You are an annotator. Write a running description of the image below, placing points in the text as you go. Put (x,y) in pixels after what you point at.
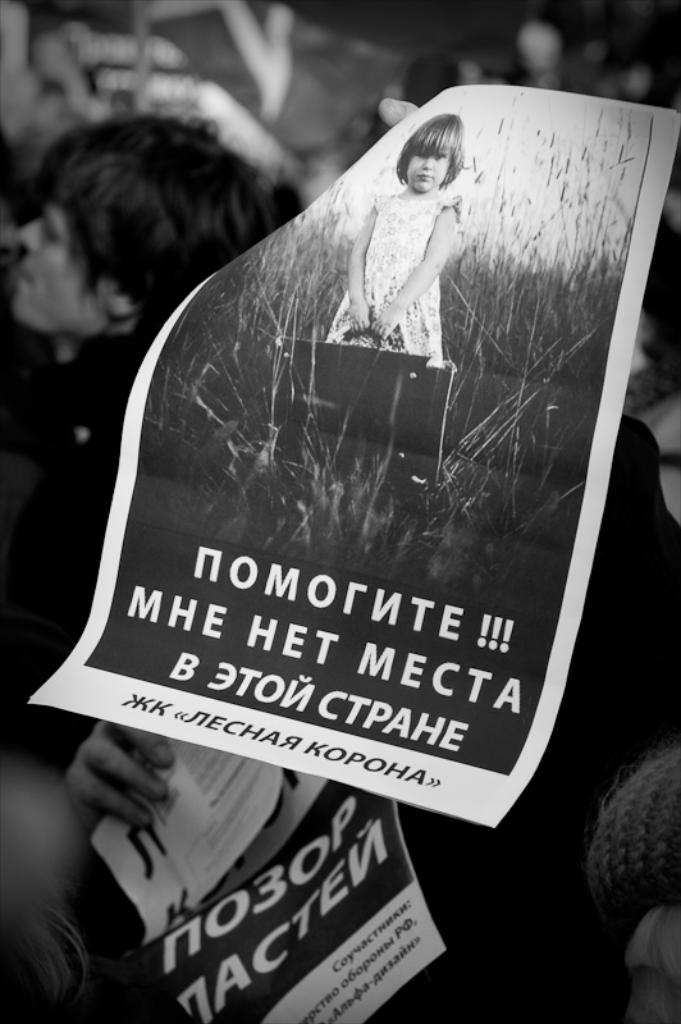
In this picture we can see posters (252,594), some people (127,190) and in the background (14,511) it is blurry.
